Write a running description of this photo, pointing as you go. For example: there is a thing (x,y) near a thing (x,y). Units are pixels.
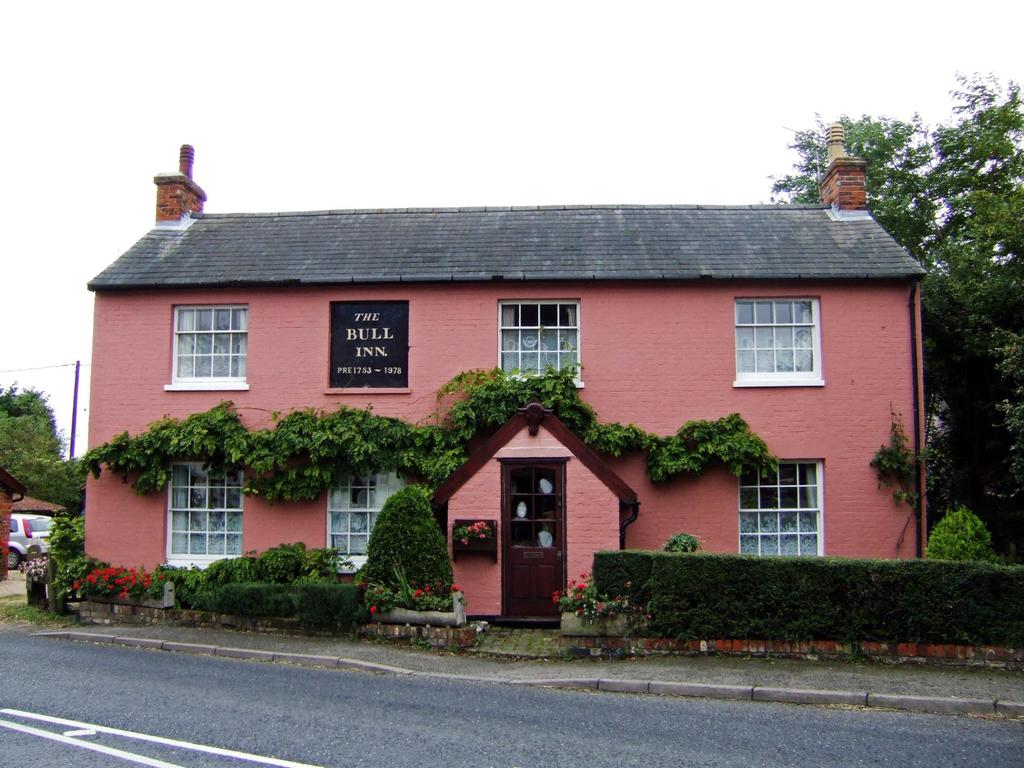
In this image I can see a building (299,318) which is in peach color, at right (925,148) I can see few plants (938,181) in green color, at the background (486,60) sky (497,58) is in white color.
